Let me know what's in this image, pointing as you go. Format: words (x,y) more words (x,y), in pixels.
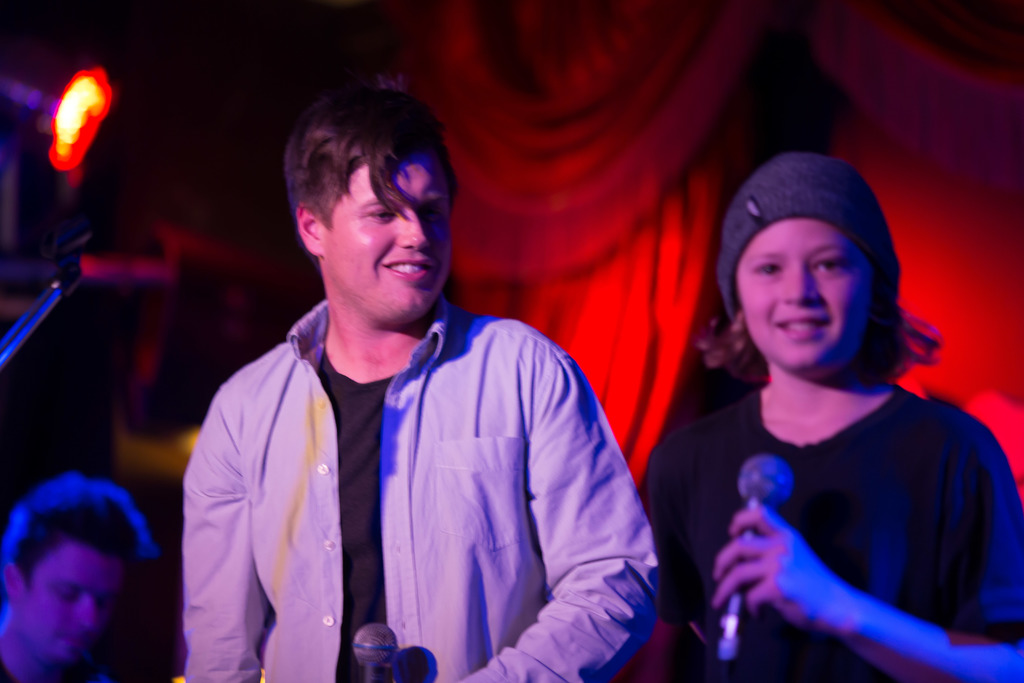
In this image I can see two persons (373,429). The person (873,509) at right (873,509) wearing black shirt (840,457) and holding a microphone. The person (618,624) at left (341,517) wearing cream and black color shirt (309,544) and holding a microphone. Background (53,513) I can see the other person (99,553) sitting and I can see few lights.
